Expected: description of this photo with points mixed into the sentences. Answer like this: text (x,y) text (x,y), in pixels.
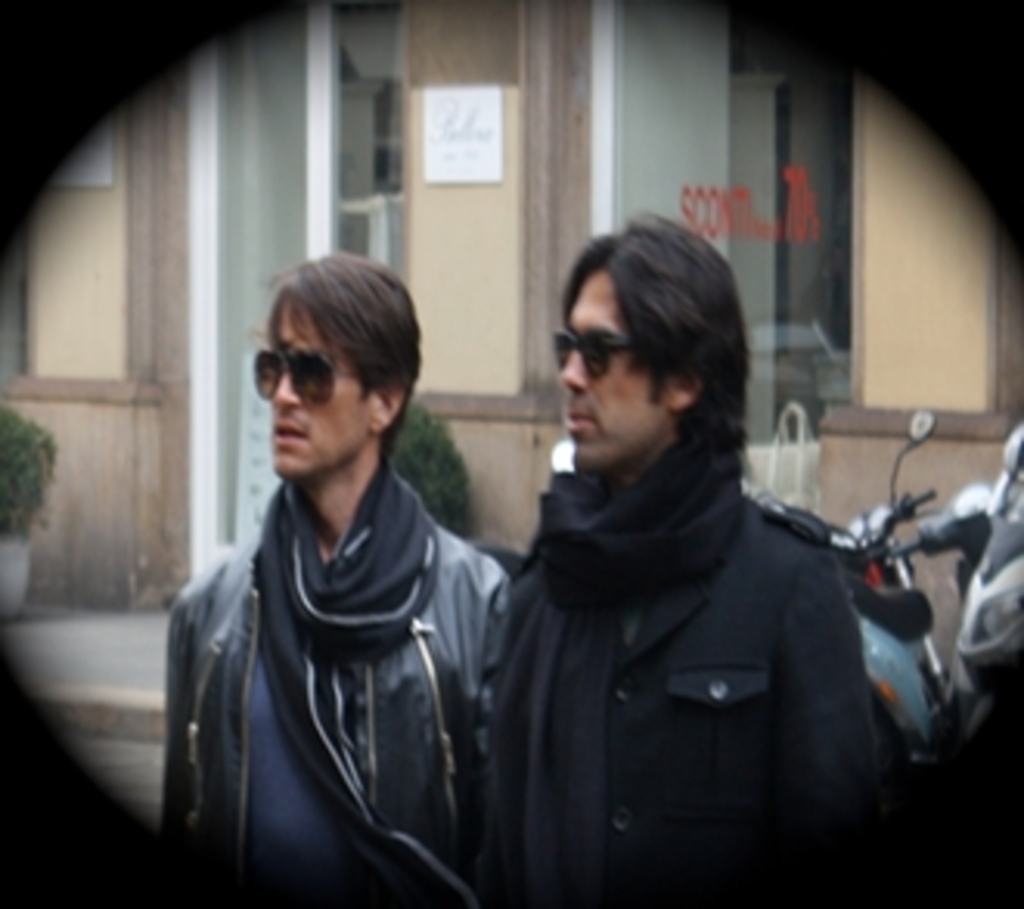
In this picture there are two boys (351,259) in the center of the image (518,440) and there are two bikes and a building (446,375) in the background area of the image (763,418), there is a plant (12,518) on the left side of the image (12,516).
